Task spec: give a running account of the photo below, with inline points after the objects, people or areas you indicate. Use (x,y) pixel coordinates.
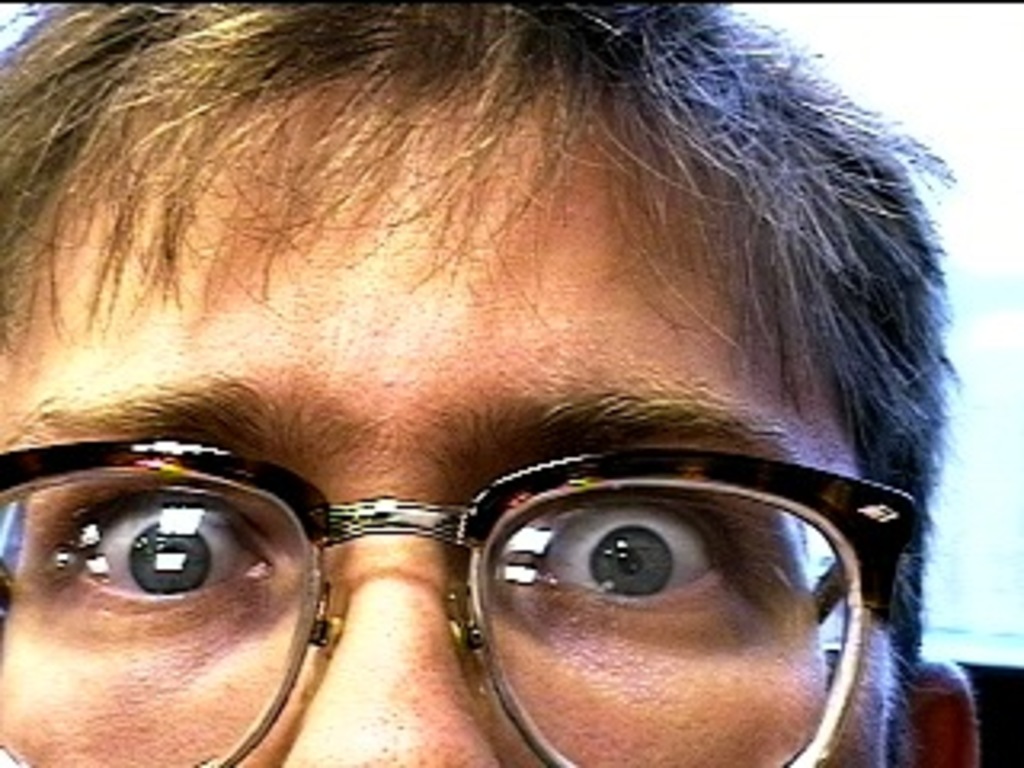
This is a zoomed image. In this image we can see the face (400,370) of a person (359,451).
